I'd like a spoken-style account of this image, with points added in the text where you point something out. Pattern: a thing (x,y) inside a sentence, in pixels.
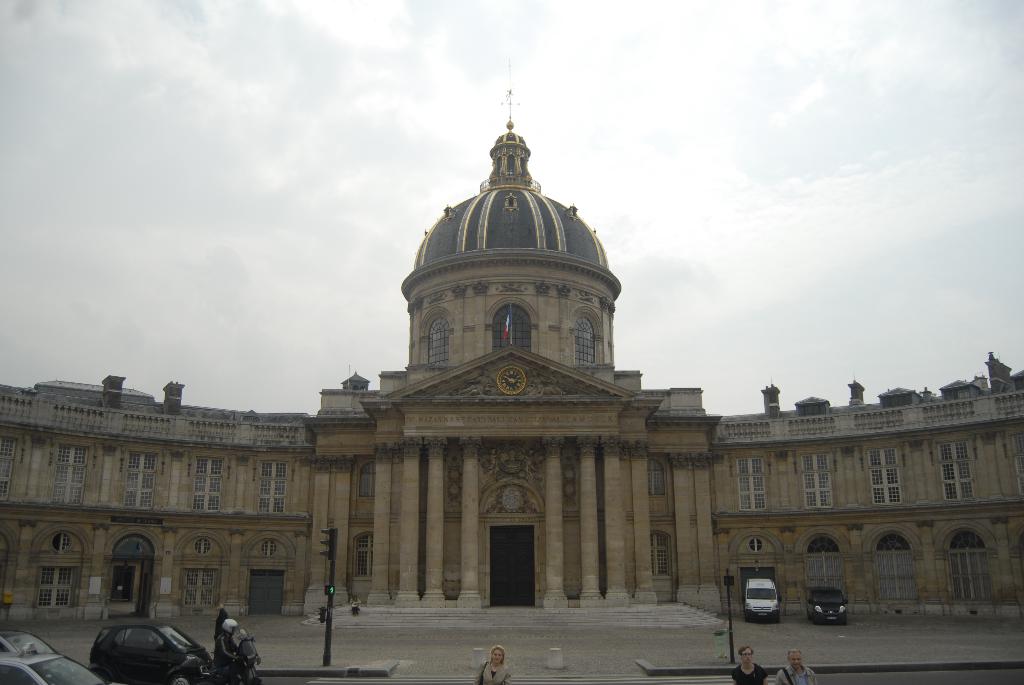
In this image we can see the building (897,546), there are few windows (63,478), doors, stairs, vehicles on the road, poles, few people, at the top (433,113) we can see the sky (426,74).
